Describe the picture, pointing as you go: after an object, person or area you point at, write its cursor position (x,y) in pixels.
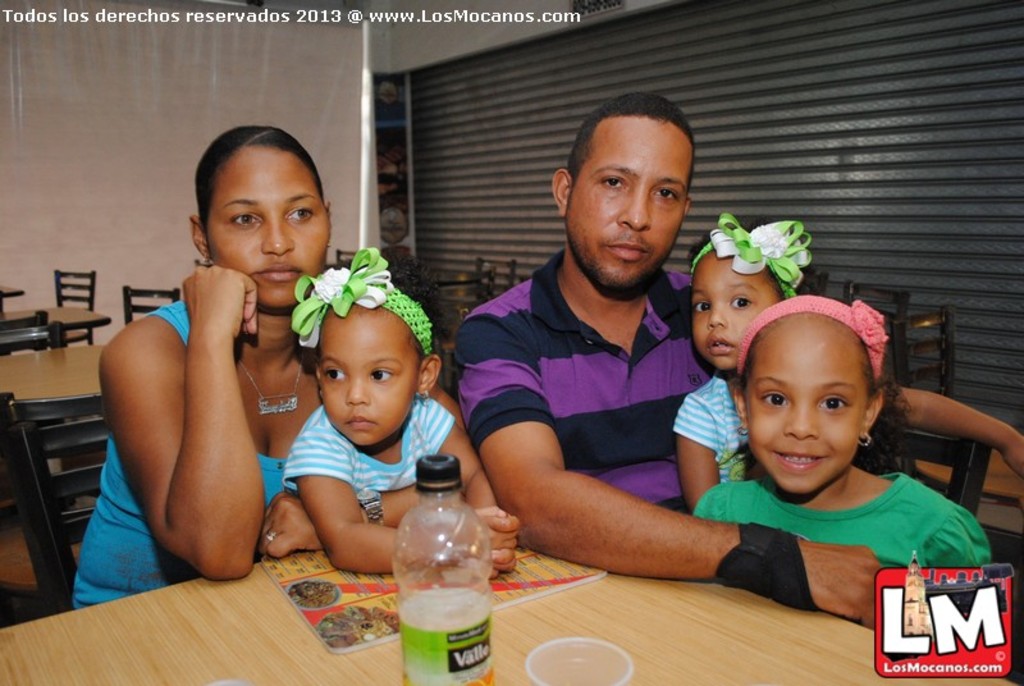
In this there is a woman (214,526), man (482,356) and three kids (750,436) sitting beside the table (635,639). On the table (659,678), there is a bottle (483,561), menu card (287,594) and a glass (552,671). Woman (259,483) is wearing a blue top (122,536) and holding one kid (324,519). Man (514,334) is wearing striped shirt (593,388) and holding two kids (804,431). Towards the left corner (53,397), there are tables (51,360) with chairs (131,308). Towards the right (854,156), there is a roller shutter (803,161).
